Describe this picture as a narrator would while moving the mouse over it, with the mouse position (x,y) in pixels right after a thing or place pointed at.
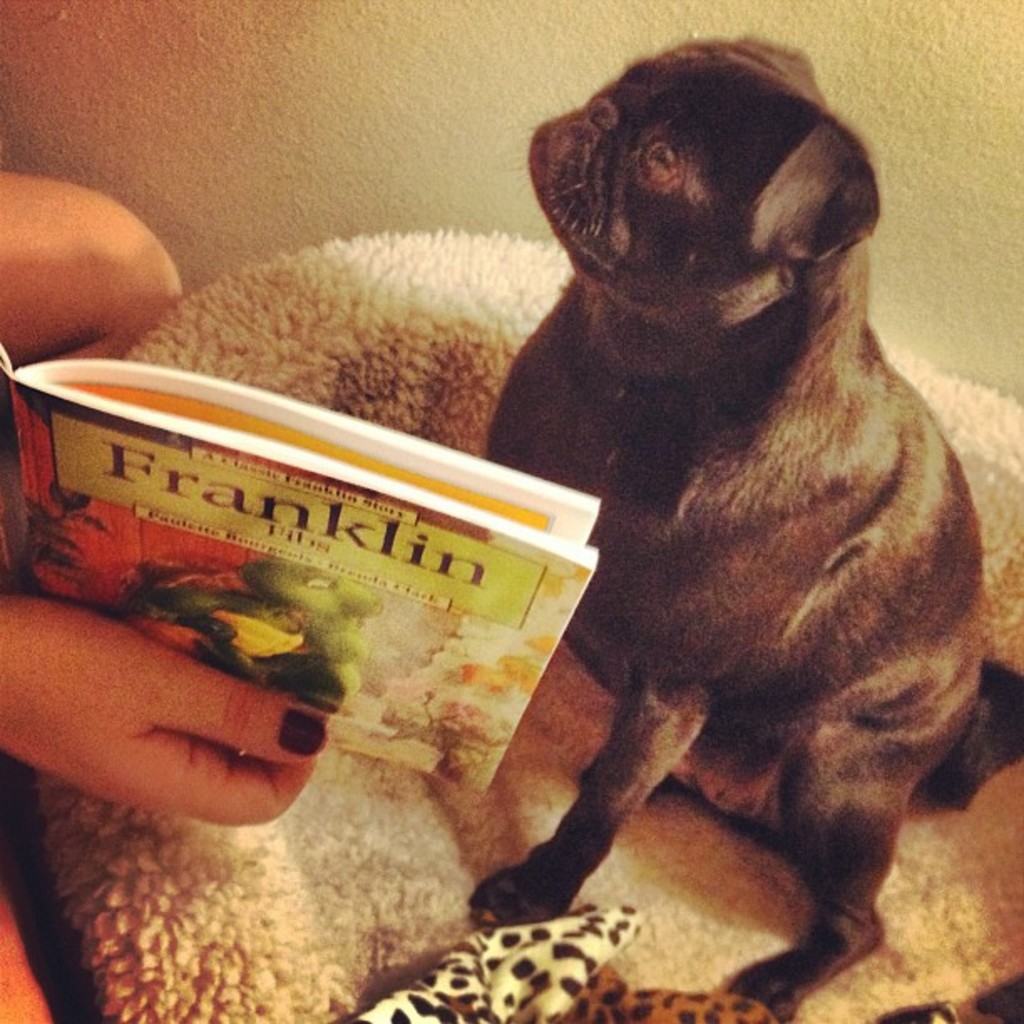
In this image there is one dog (783,278) and on the left side (65,258) there is one person (39,296) who is holding a book (347,568), and at the bottom (398,773) there is a furniture (505,866). And in the background (623,35) there is wall (517,97).
